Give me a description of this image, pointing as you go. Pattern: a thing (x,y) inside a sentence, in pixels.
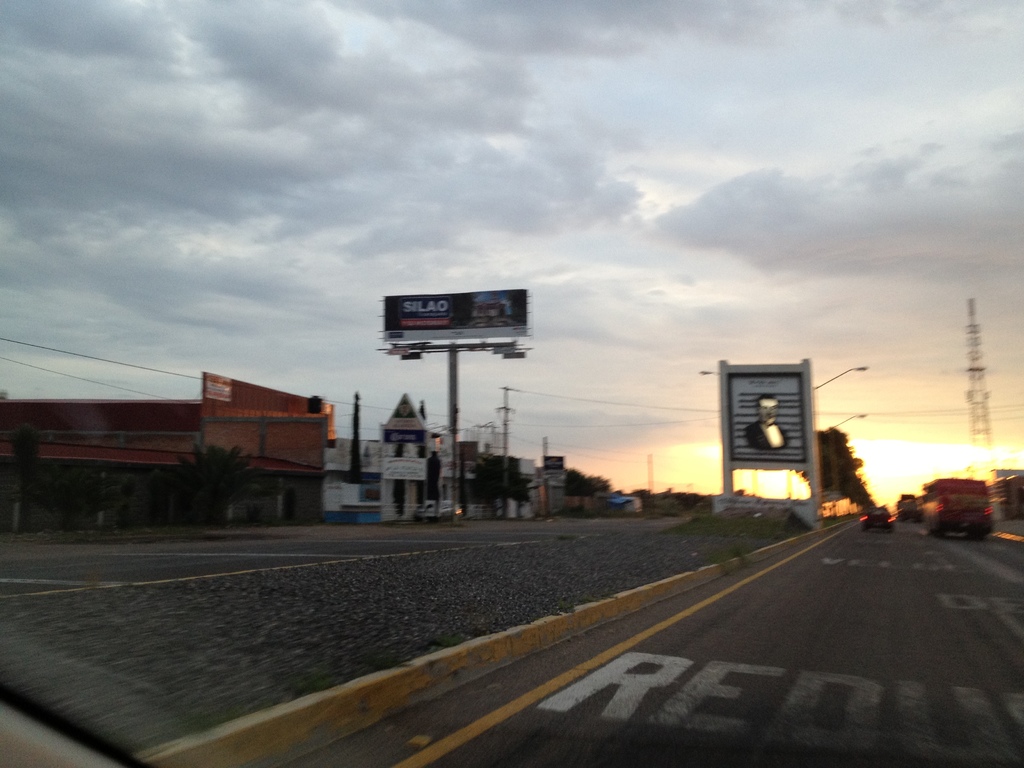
The picture is taken outside a city. In the foreground of the picture (981,617) it is road (616,525). In the center of the picture (462,502) there are hoardings (754,412), buildings (158,451), trees (583,485), vehicles (910,514) and cables (866,413) and poles (504,427). Sky (760,239) is cloudy. In the background (928,467) it is sun (892,467).
